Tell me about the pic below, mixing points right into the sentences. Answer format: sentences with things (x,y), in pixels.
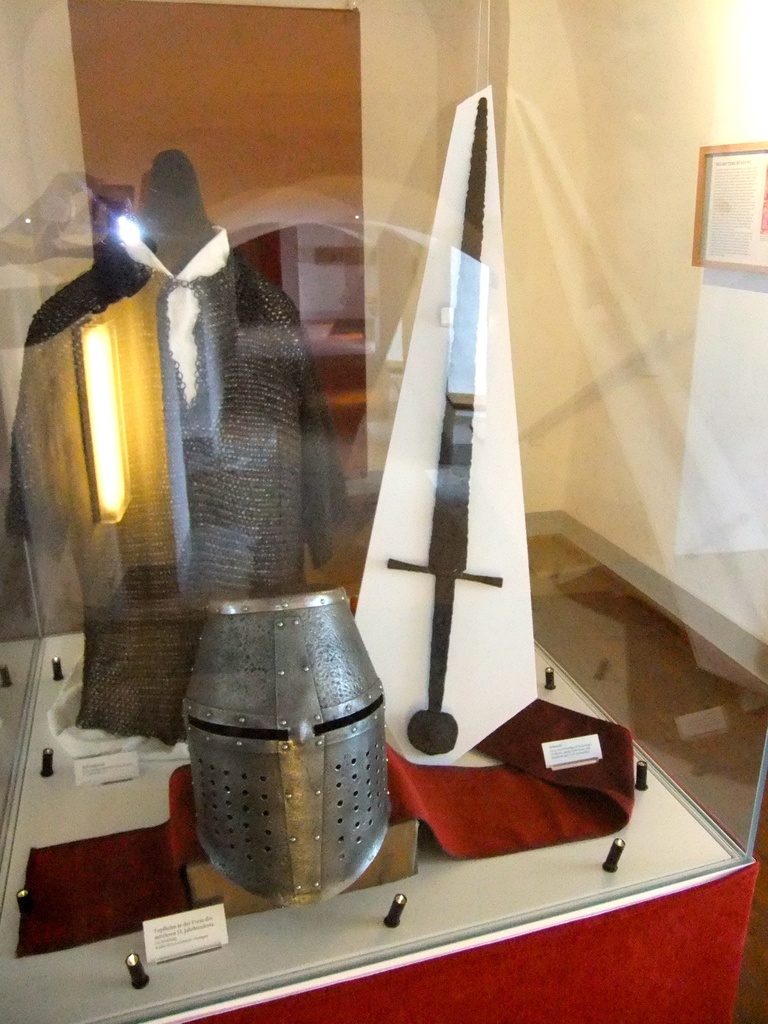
In this image there are a few artifacts (303,688) with labels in a closed glass box (631,688), behind the box (269,156) there is a door (300,144) and a photo frame (725,217) on the wall (521,289).
